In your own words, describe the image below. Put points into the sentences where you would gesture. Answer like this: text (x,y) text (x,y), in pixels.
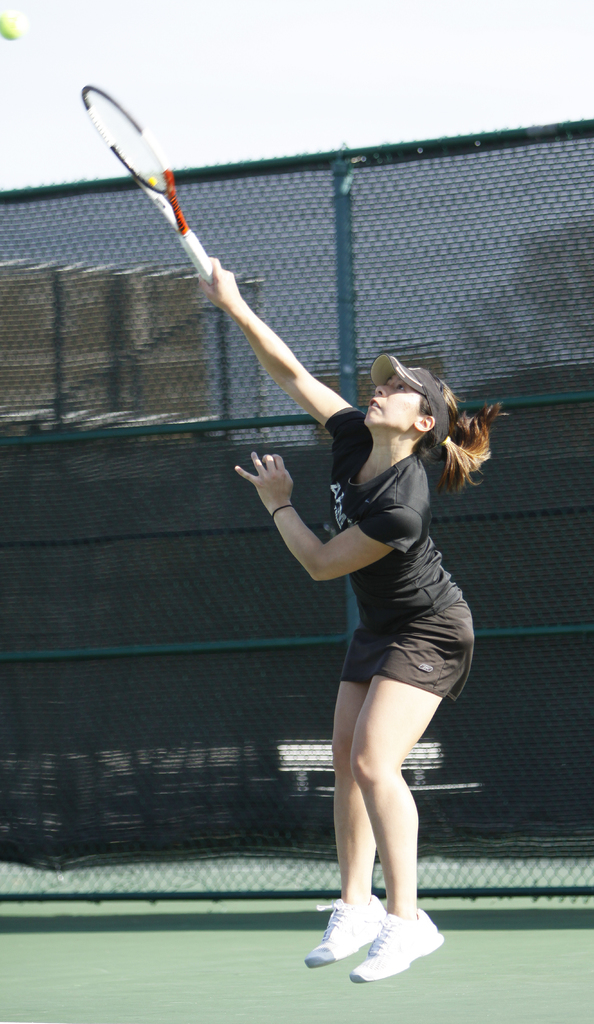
This is a picture of a women (373,577), who is in black dress (402,589) and the women (398,815) wearing a white shoes (364,938) and the women (374,490) is holding a tennis racket (133,155). On the air there is a ball (11,20) which is in yellow color. Background of this woman (348,506) is a fencing (522,464).
